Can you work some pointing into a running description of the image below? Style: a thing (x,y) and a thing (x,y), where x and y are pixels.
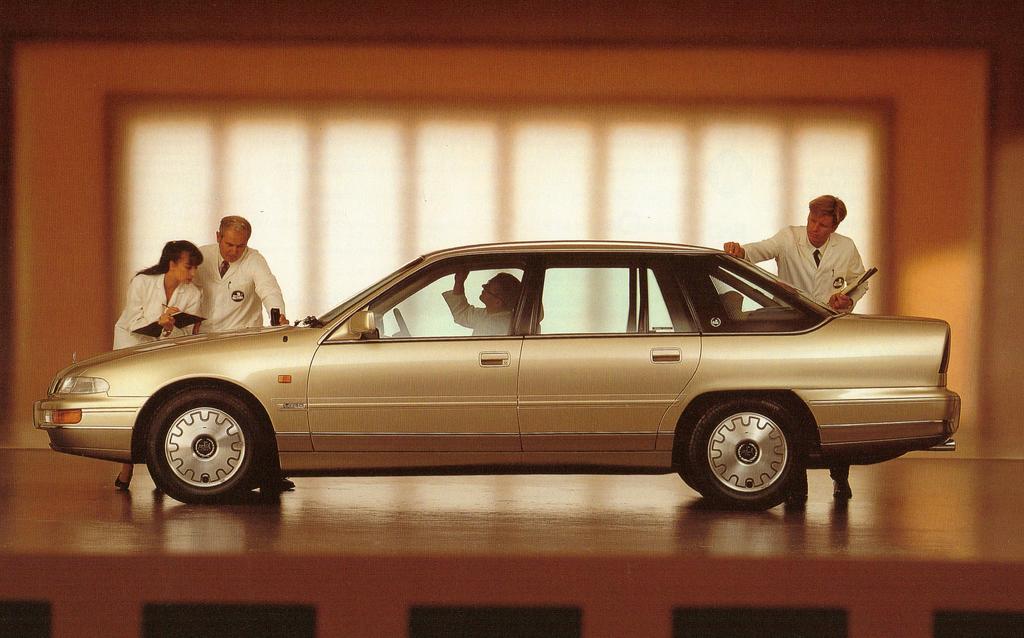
In the center of the image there are persons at the car (605,433). In the background (954,185) there is a wall (934,128).
